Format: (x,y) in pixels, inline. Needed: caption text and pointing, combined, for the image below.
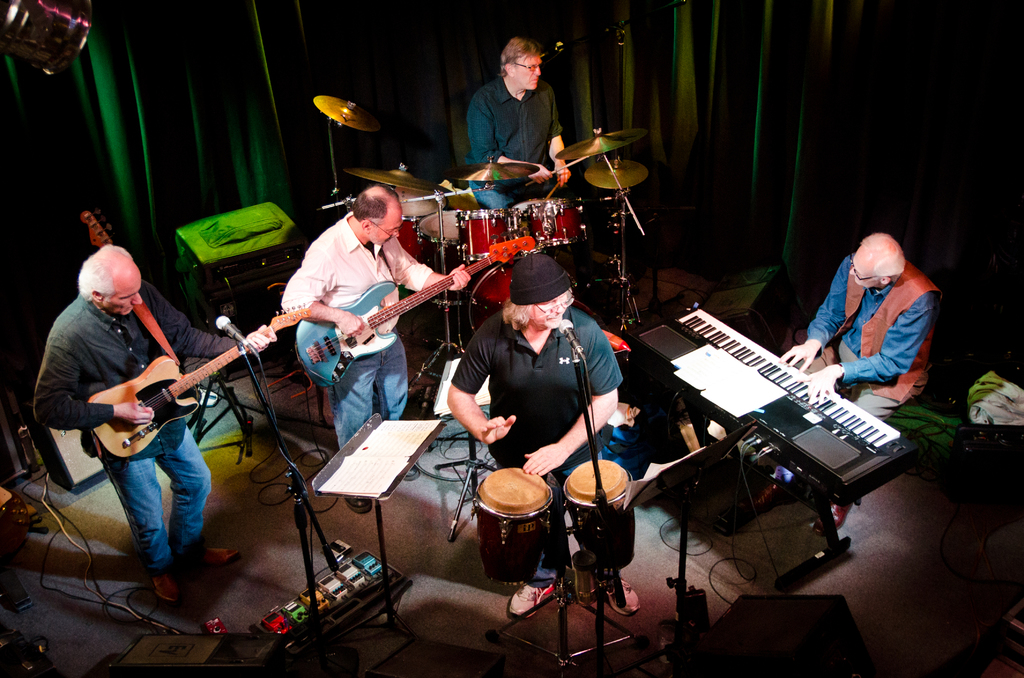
This is a picture taken on a stage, there are group of persons (120,370) playing the different music instruments (337,375). Behind the people (503,185) is a green curtain (655,76) and top there are lights (60,28).
